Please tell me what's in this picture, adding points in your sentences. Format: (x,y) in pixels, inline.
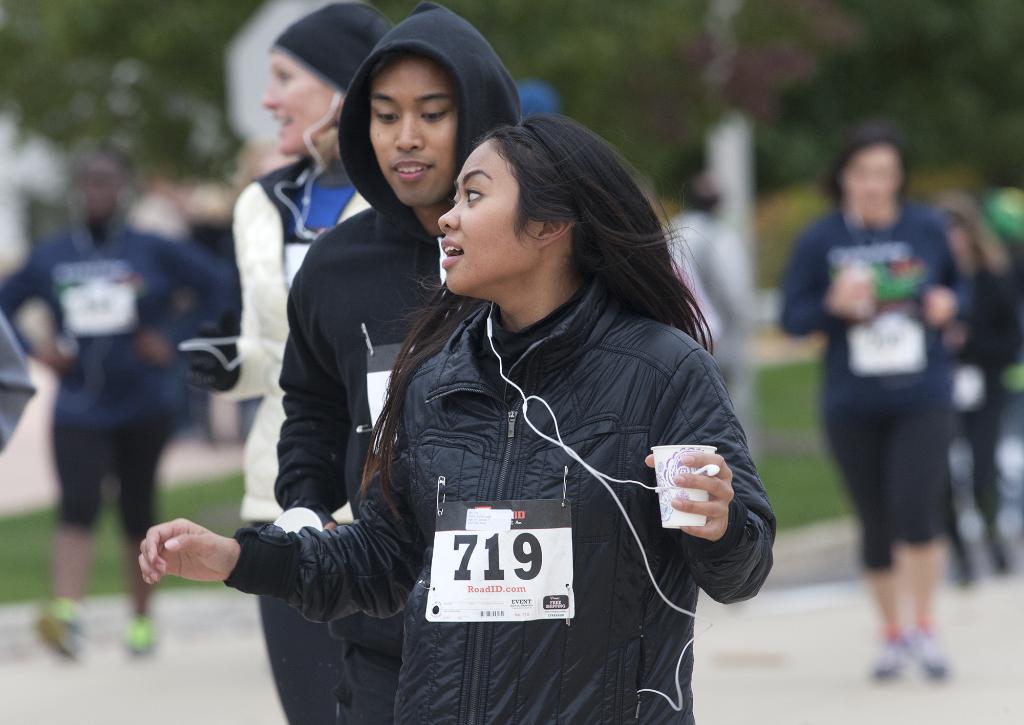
In this image I can see group of people (597,225). There is a person (662,278) holding a paper cup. And the background (827,139) is blurry.
